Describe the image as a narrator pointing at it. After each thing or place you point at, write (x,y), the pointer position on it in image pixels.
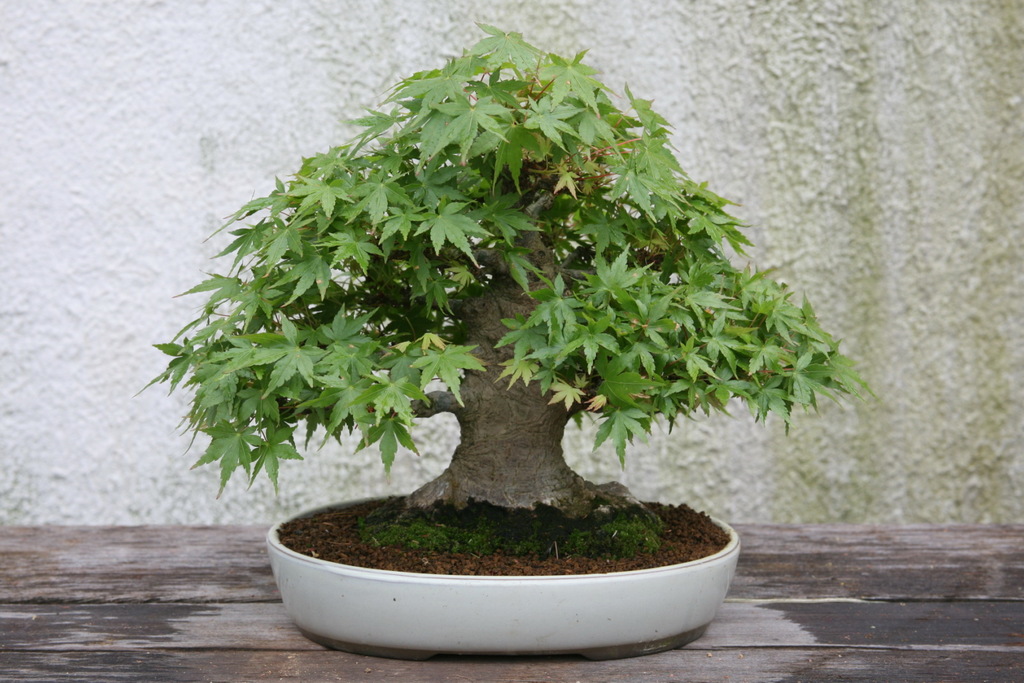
In this image I see a plant (502,332) on the white color pot (368,631) and I see the soil (440,523) and this plant (564,498) is on the wooden surface (221,666). In the background (67,366) I see the wall (972,71).
